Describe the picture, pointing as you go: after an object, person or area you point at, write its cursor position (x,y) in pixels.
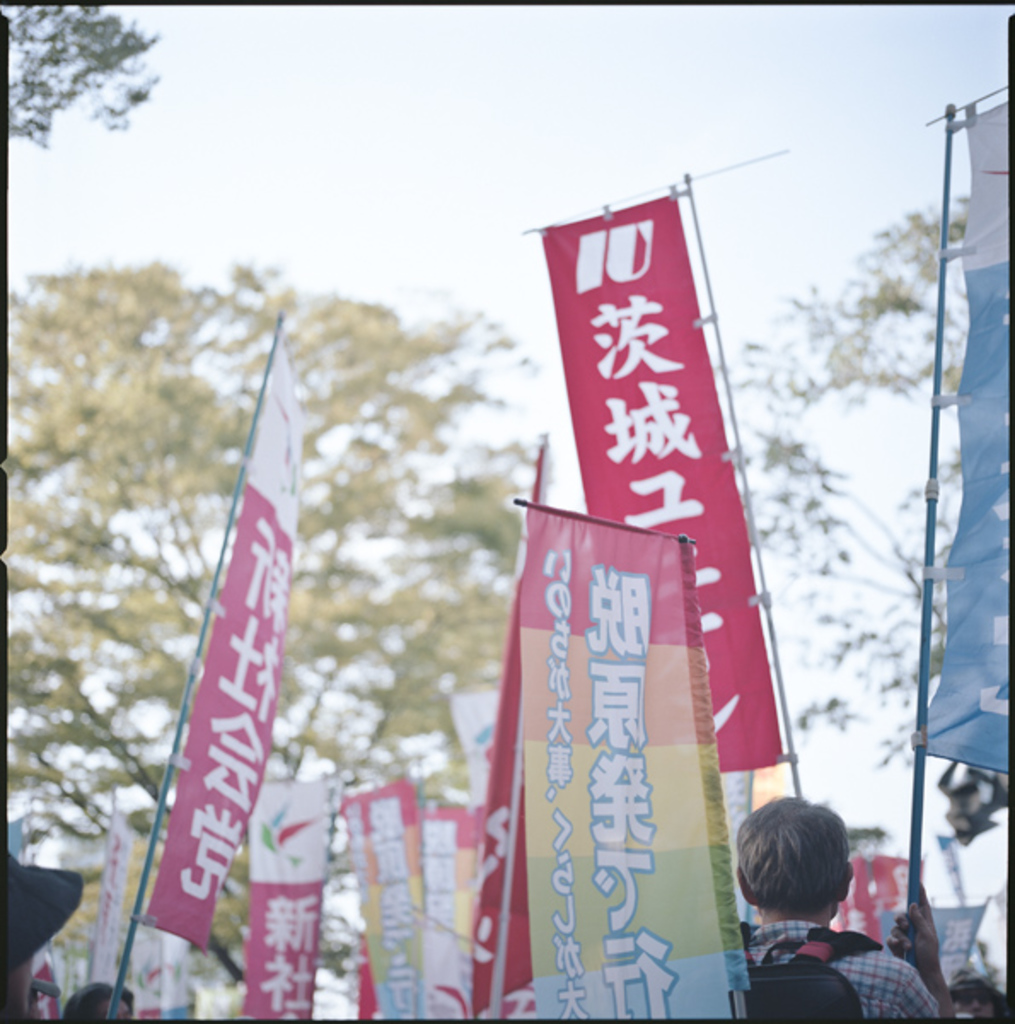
In the center of the image (400,529) we can see boards (544,532), trees (515,524) are there. At the bottom of the image (936,955) we can see some persons (823,927) are holding the boards (1007,342). At the top of the image (428,148) sky (509,187) is there.
